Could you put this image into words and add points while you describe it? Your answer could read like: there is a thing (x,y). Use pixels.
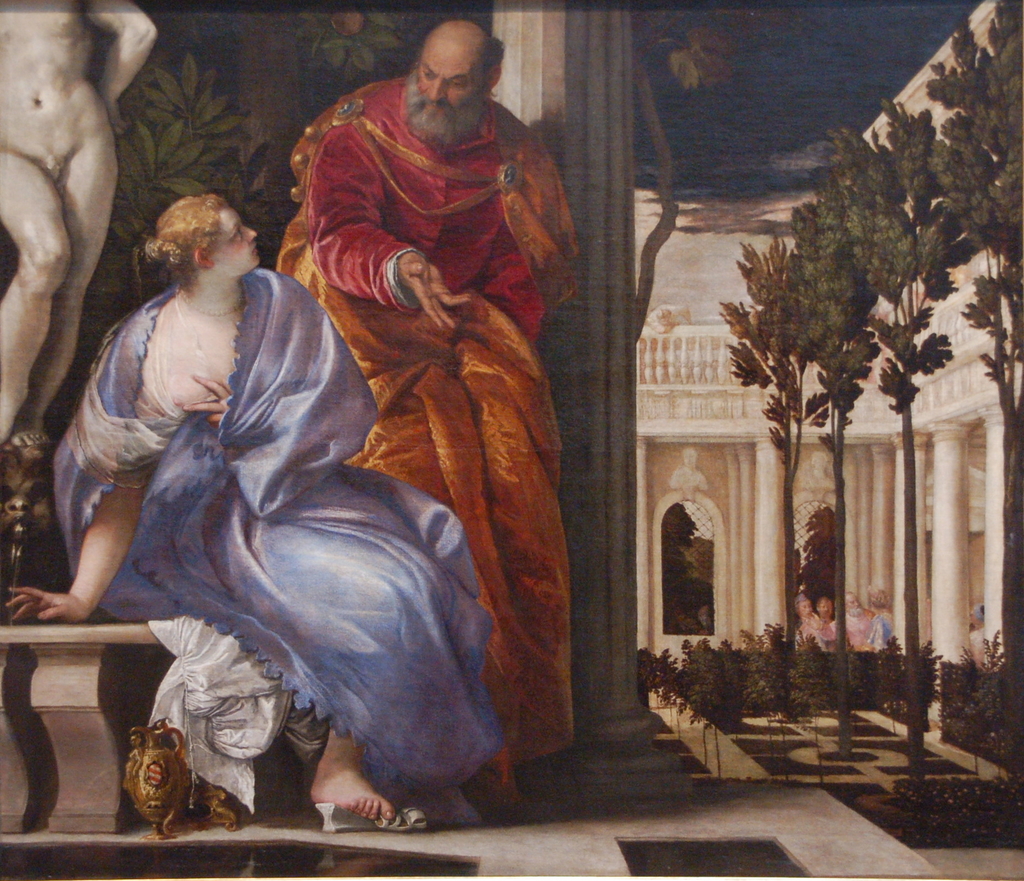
It is a painting, there is a man (445,256) standing beside a woman (302,528) and he is instructing her something and the woman (200,566) is sitting on a bench (127,622). There are few sculptures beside them and in front of the pillars (892,468) there are four tall trees (812,408) and beside the trees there are small bushes (870,696).
